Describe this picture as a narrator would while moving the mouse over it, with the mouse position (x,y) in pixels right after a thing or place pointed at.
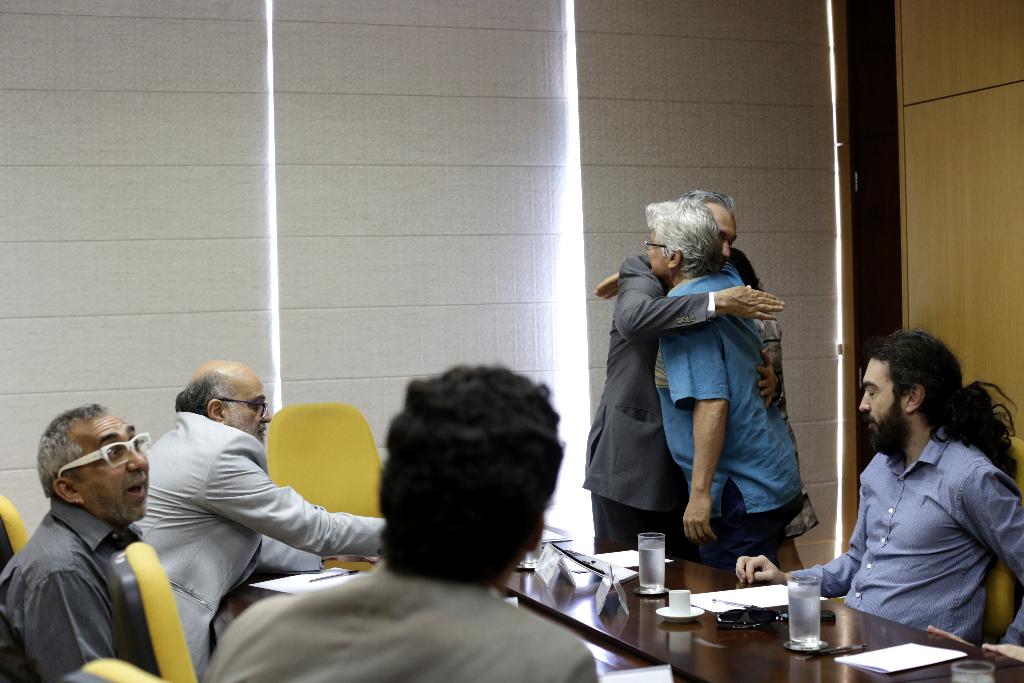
In this picture there are few persons (183,526) sitting in chairs (118,593) and there is a table (719,678) in front of them which has few glasses (816,622) of water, papers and some other objects (754,626) on it and there are two persons (696,448) standing and hugging each other in the background (702,318).
